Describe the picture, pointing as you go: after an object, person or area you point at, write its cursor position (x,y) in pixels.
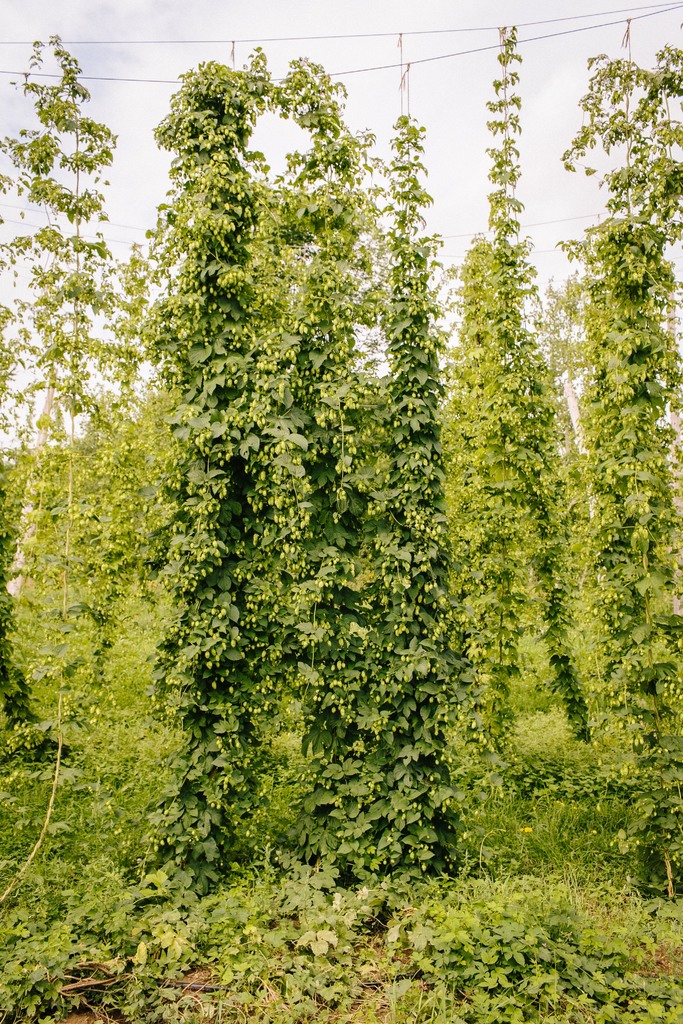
In this image we can see number of trees (455,521).
